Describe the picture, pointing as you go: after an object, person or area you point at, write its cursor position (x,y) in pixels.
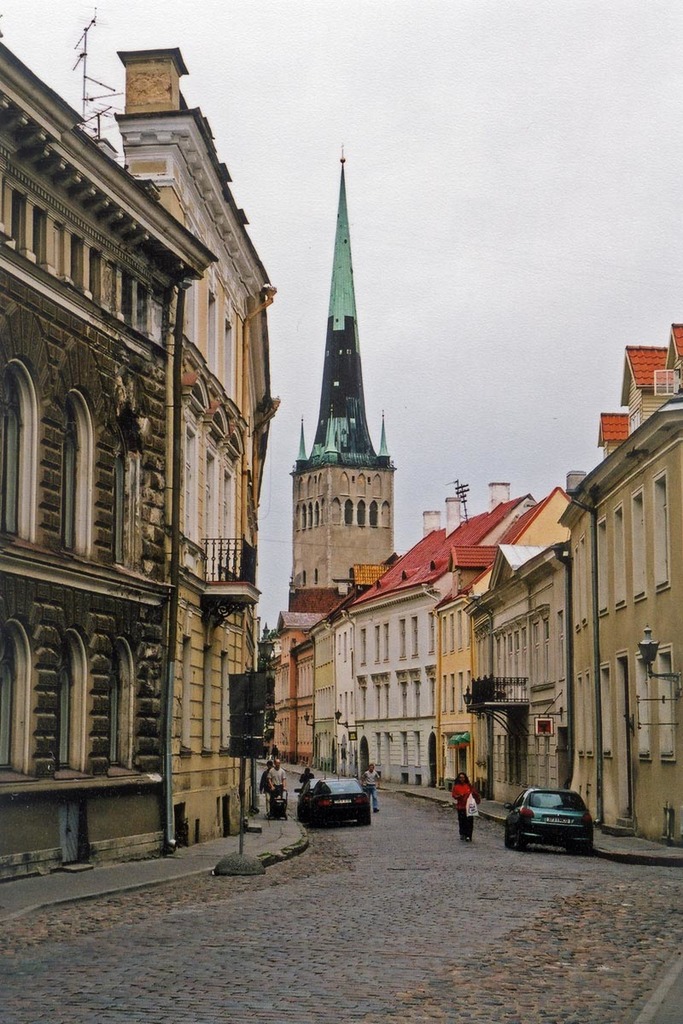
In this image there are two cars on the road (473,897). Few persons (462,788) are walking on the road (462,864). A person (466,800) wearing red top (467,795) is holding a bag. Few persons (273,814) are walking on the pavement (271,836). A person (273,810) is holding a baby trolley (279,803). Beside pavement (235,839) there is a pole (243,848) having few boards (236,741) attached to it. In background (323,718) there are few buildings (66,614). Top of image (525,131) there is sky (464,127).
